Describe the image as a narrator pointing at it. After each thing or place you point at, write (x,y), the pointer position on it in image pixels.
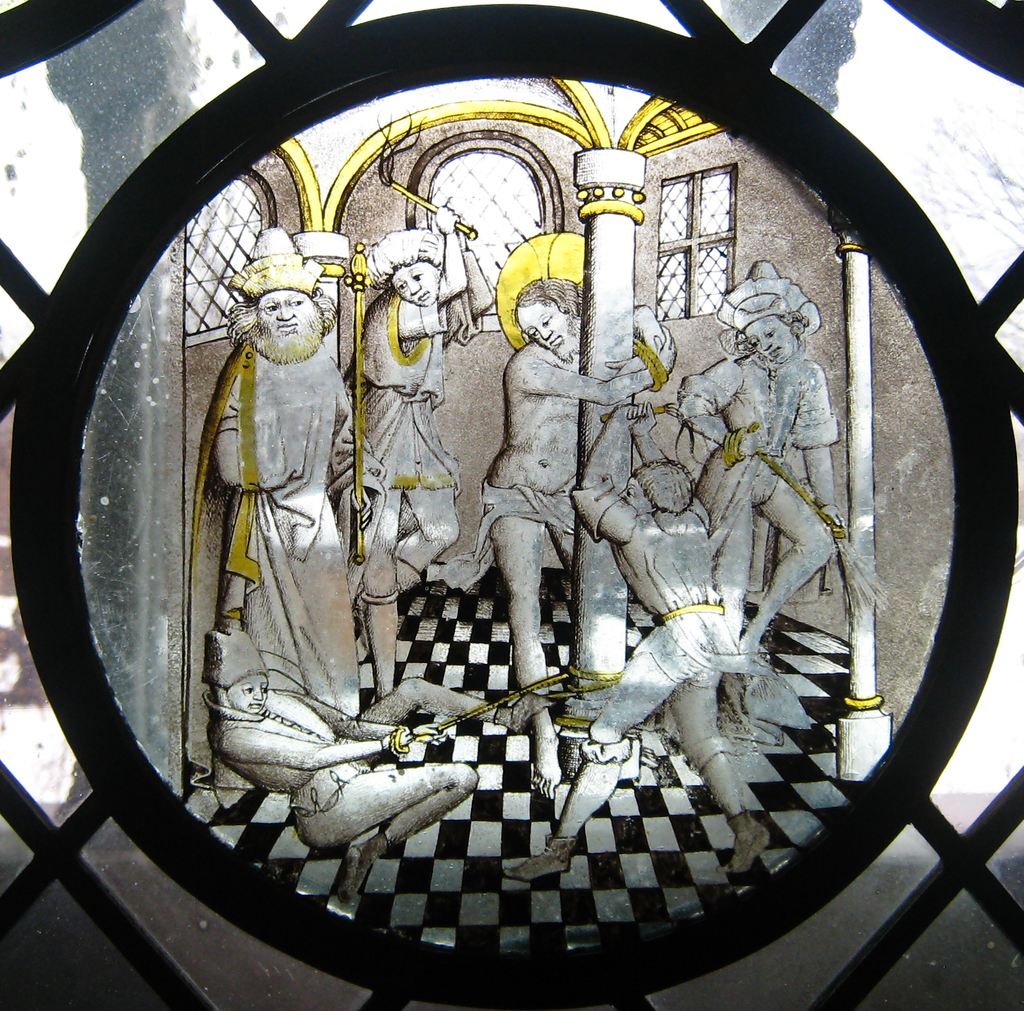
In the picture we can see a glass window (763,863) on it, we can see a painting (680,850) of an image with some people (744,861) are hitting one person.
